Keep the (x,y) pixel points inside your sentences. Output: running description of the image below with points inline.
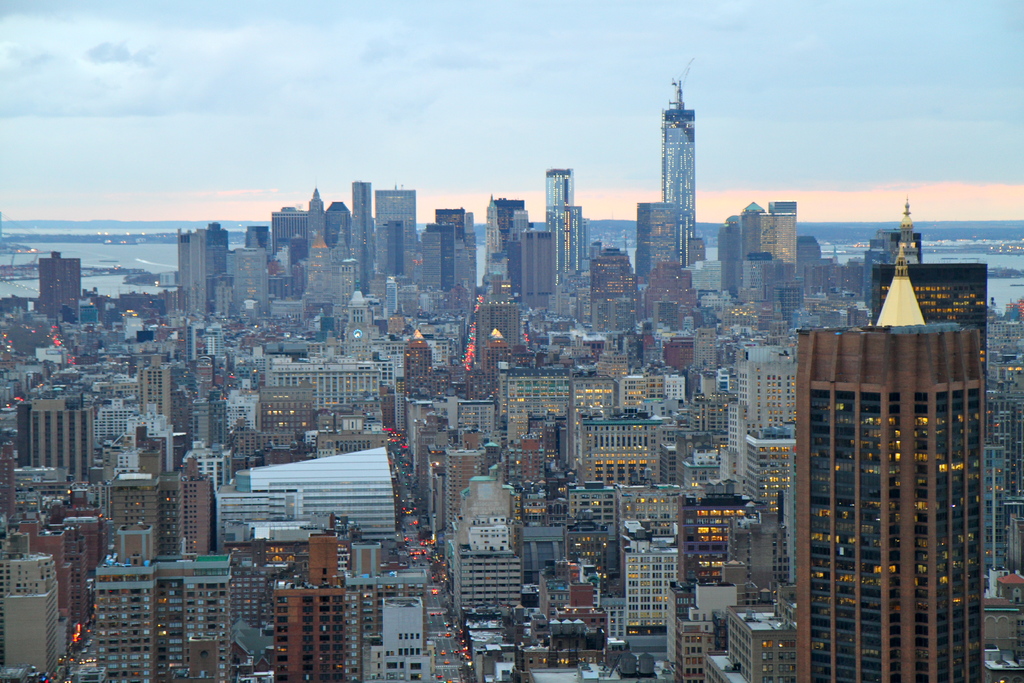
In this image I can see many buildings (96,436). There is water (93,256) at the back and there is sky (454,90) at the top (223,46).
